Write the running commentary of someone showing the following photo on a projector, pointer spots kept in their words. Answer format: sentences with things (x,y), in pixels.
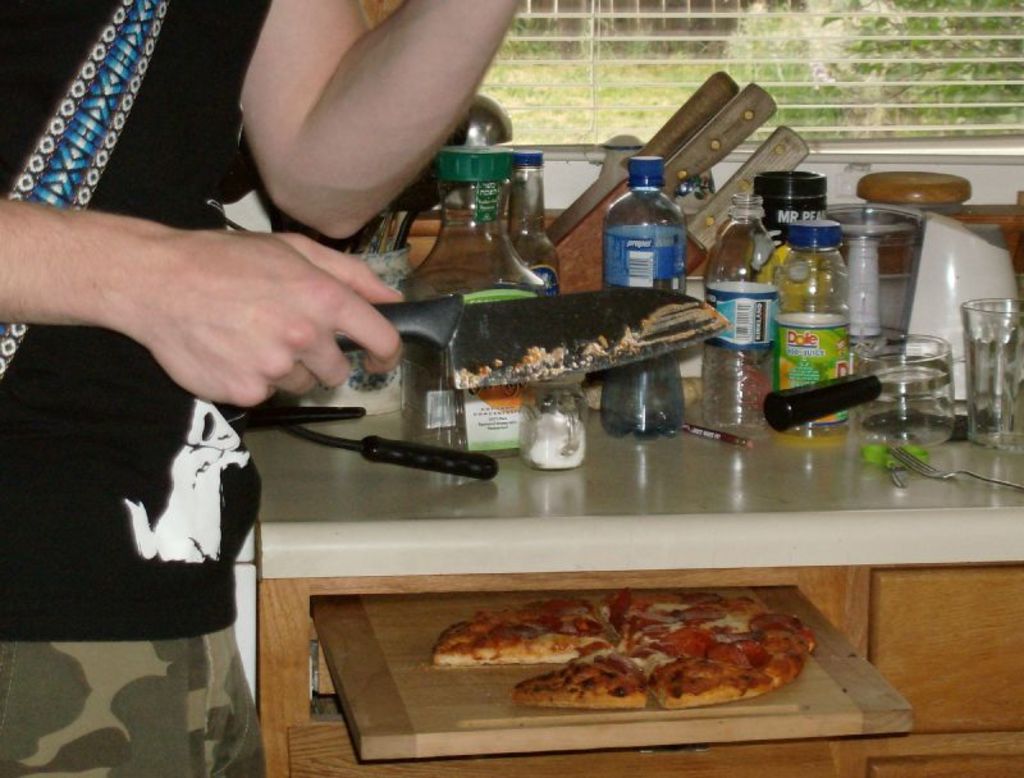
Here we can see a person (187,258) holding a knife (425,331) in his hand (394,335) and there are various jars (614,232) present on the table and below the table (590,402) we can see a pizza (627,605) present.
